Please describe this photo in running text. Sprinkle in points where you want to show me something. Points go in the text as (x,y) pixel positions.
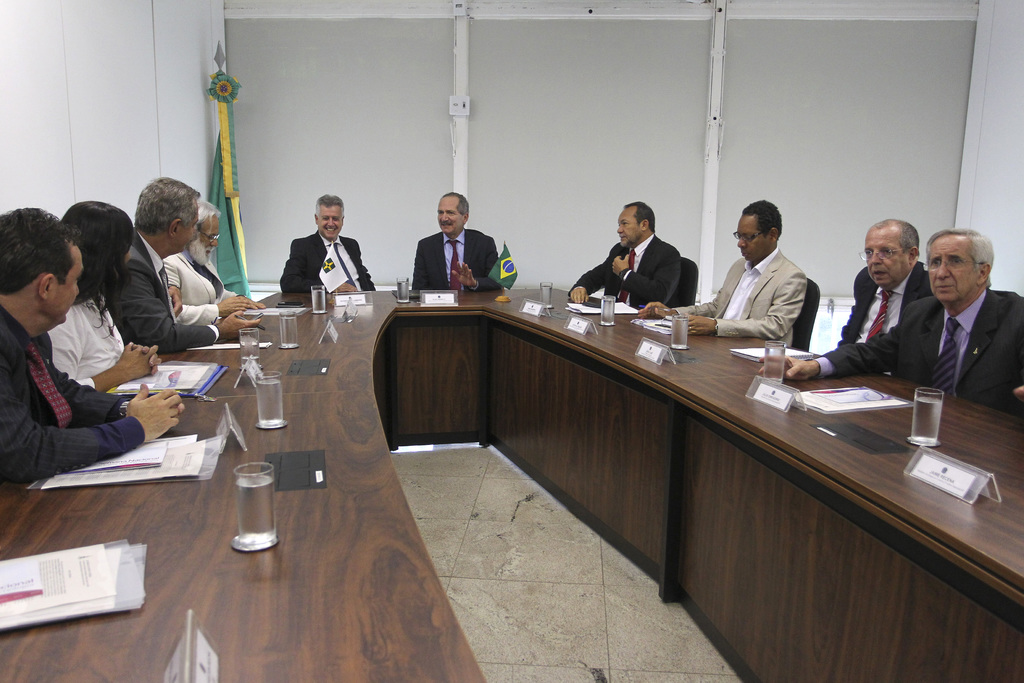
These persons (900,354) are sitting on a chair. On this table (827,487) there are glasses (253,338), papers (119,457) and things (455,295). Far there is a flag (226,203).
